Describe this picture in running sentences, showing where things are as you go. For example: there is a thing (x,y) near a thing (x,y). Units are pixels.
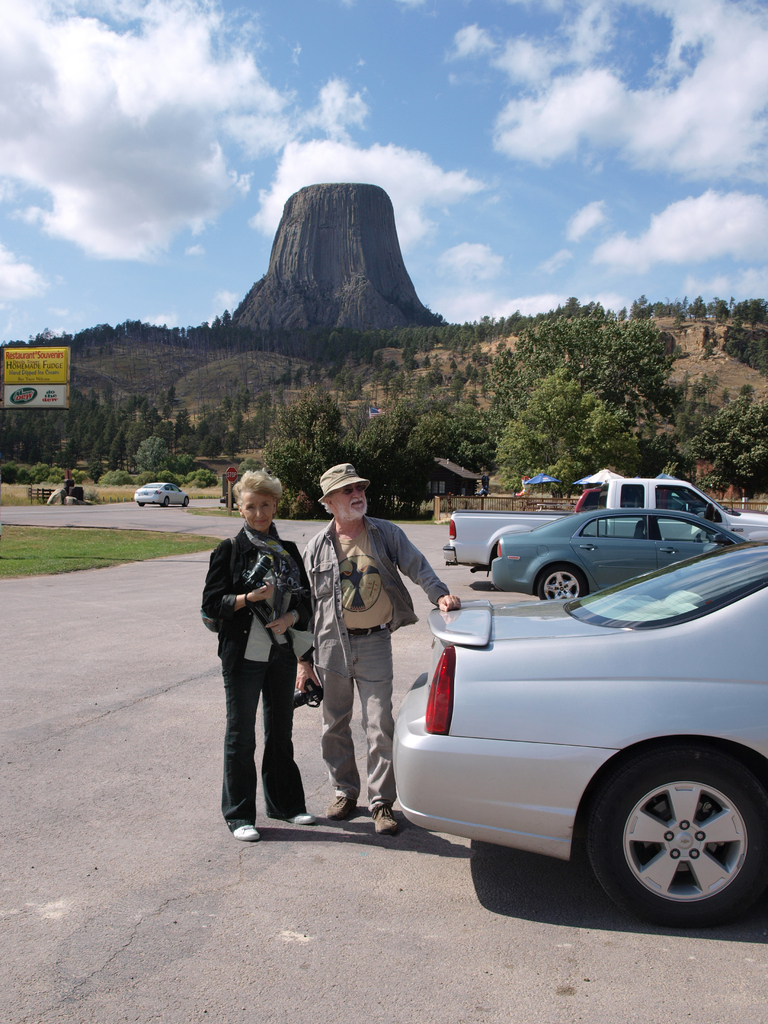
In this picture there is a man (360,632) and a woman (272,770) in the center of the image (273,663) and there are cars (499,573) on the right side of the image (588,541) and there is another car (176,486), poster (26,362) in the image and there is greenery (355,389) a cliff (303,320) in the background area of the image (398,320).
